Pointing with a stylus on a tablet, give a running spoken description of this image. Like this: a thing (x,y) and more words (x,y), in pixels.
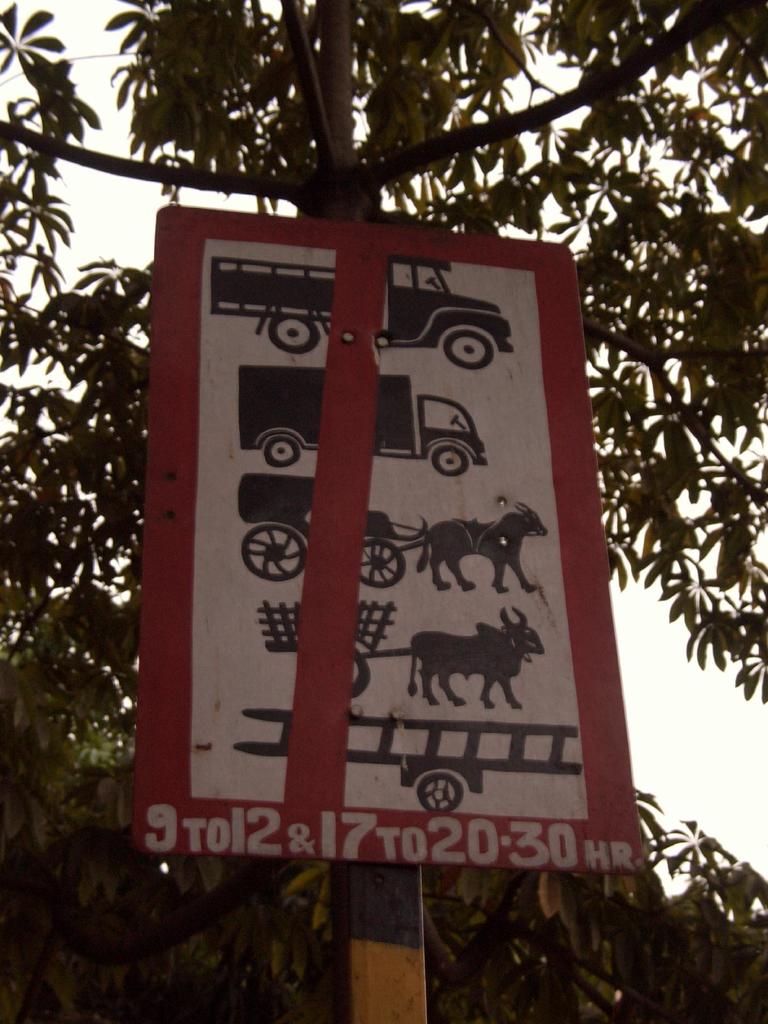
In this picture we can see a board (363,691) where, there is a tree (579,927) here, we can see the sky (640,773) in the background (678,733).
